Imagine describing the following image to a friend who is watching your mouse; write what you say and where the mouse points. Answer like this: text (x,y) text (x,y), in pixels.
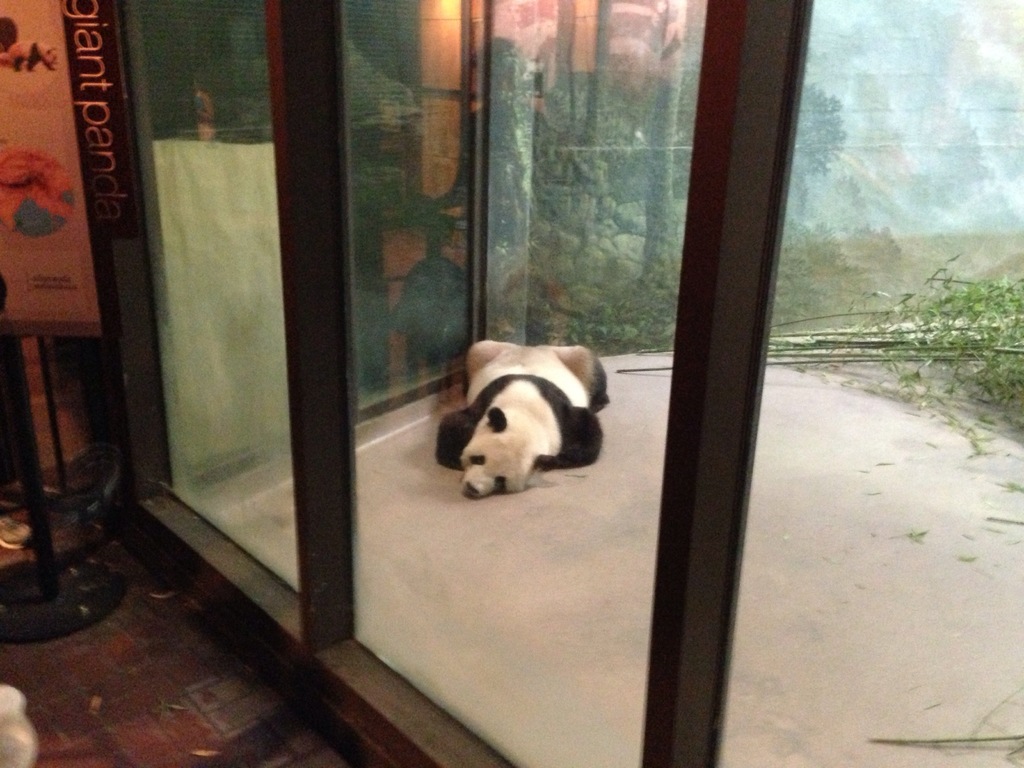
In this image I can see an animal (467,447) sleeping on the floor (449,483) and the animal (489,467) is in white and black color. Background (1019,339) I can see few trees (1005,336) in green color and a glass door (455,116).
